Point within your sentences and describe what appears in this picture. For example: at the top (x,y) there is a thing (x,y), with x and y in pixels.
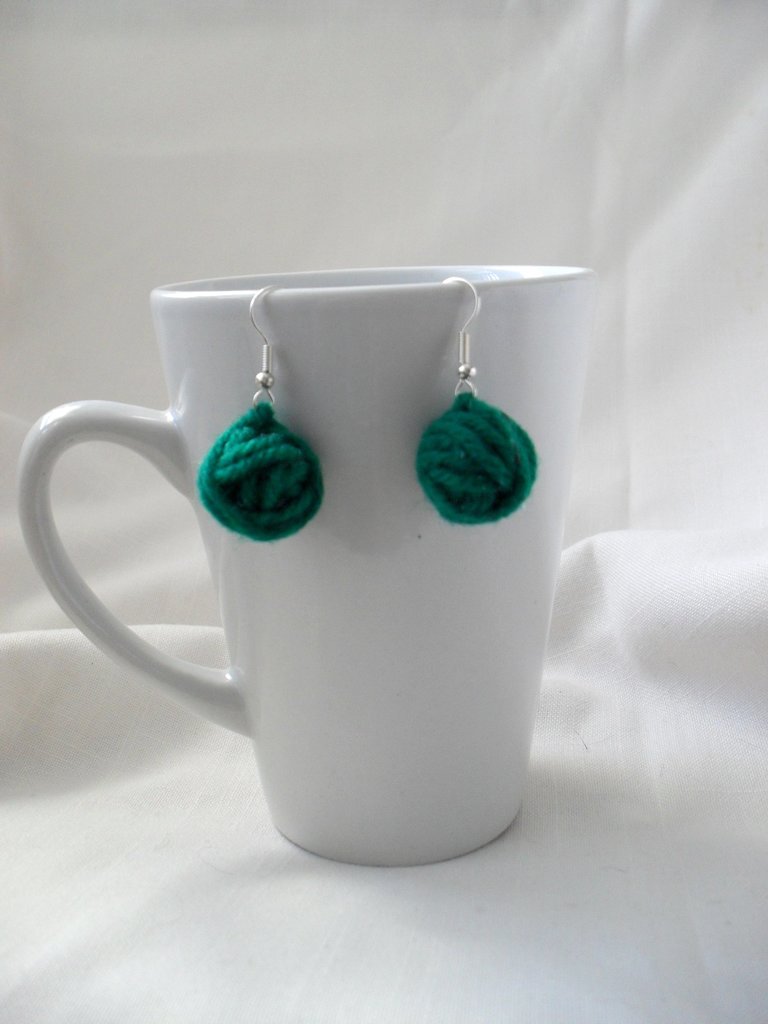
In this image there is a cup (347,598) on the white color cloth (704,589), on the cup (381,596) there is a pair of earring (266,385).
